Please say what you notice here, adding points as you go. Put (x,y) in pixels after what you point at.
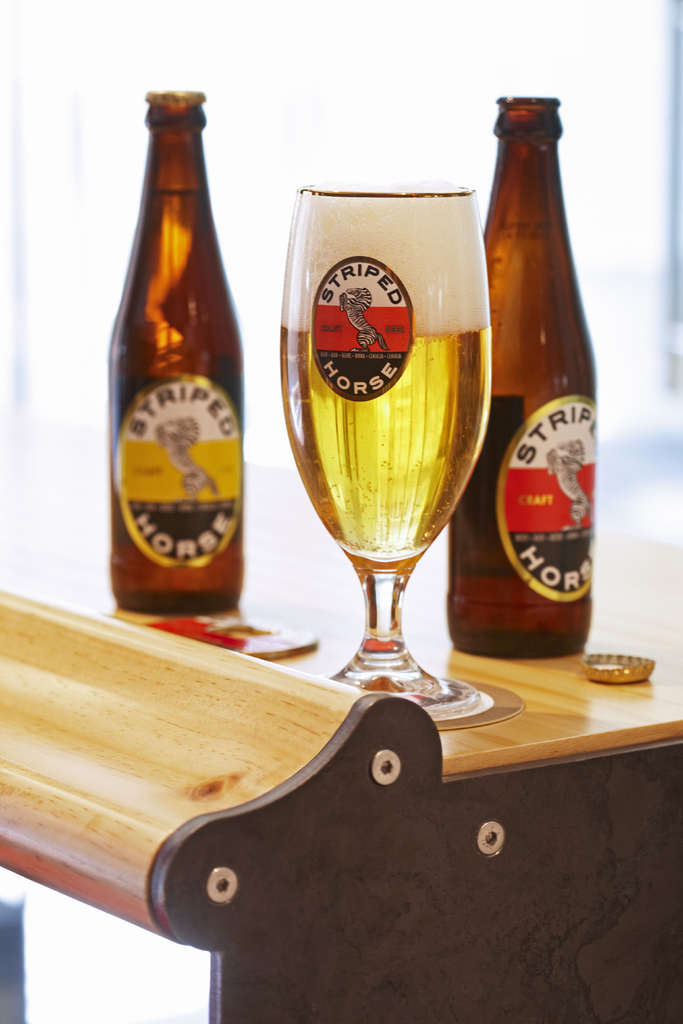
In the picture we can see a table (34,622), on the table (332,598) we can see a glass of beer (344,410) and two beer bottles (533,612), with a bottle cap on the table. On the bottle (478,618) there is a sticker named STRIPED HORSE.
